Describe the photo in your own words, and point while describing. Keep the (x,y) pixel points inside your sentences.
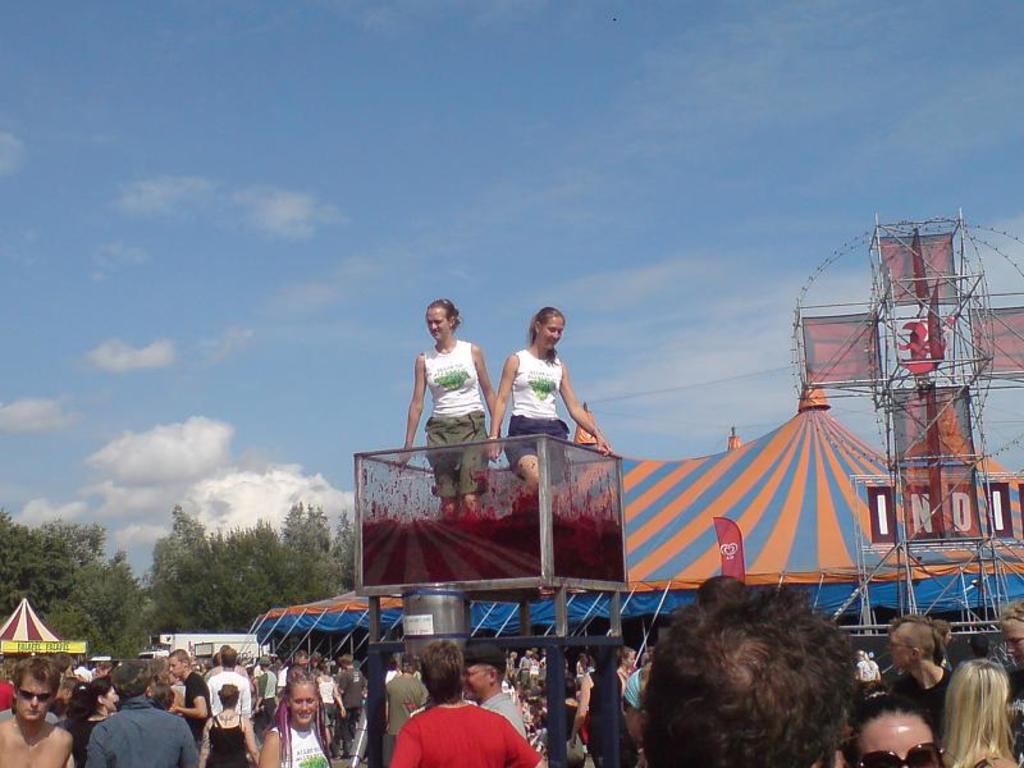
In this image two women (507,385) are standing in a box (505,554) having some liquid (496,544) in it. The box (475,562) is on the stand (524,641). Bottom of the image (475,677) there are few persons (630,729). Left side (17,627) there is a tent (30,638). Beside there is a vehicle (190,644). Right side (804,509) there is a tent (789,510). Before it there are few metal rods (973,483). Left side (27,582) there are few trees (294,571). Top of the image (602,176) there is sky (371,359) with some clouds (226,469).
